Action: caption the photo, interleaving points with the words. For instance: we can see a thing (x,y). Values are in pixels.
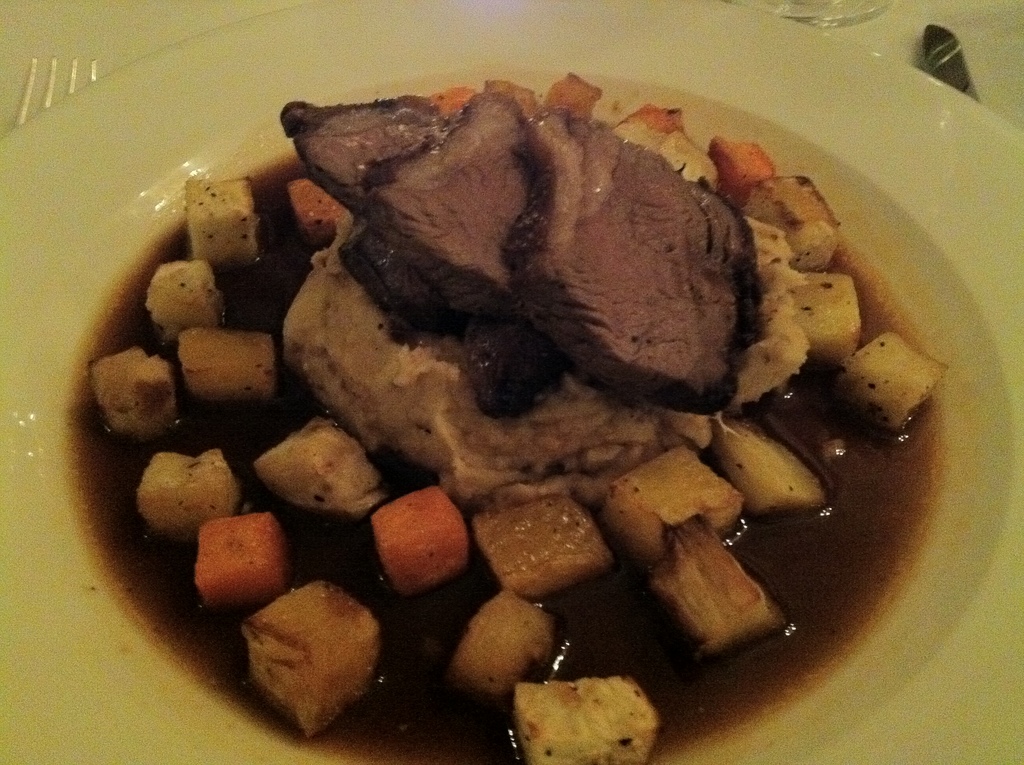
In the picture I can see food items (519,442) in a plate (145,150). I can also see a fork (72,76) and some other objects (933,39).
